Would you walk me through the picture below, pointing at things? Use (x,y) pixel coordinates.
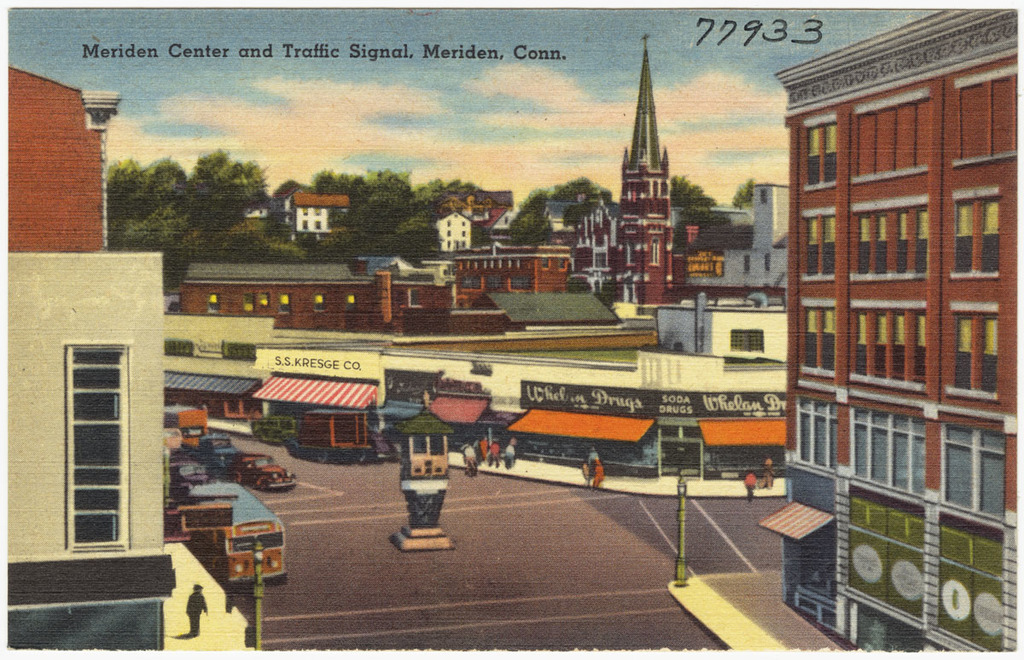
In this image there are buildings (257,322) and trees (391,251). At the bottom (462,551) there is a road (449,557) and we can see vehicles (264,486) on the road (319,508). There are people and we can see poles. In the background (265,167) there is sky (267,122) and we can see text (319,58).
